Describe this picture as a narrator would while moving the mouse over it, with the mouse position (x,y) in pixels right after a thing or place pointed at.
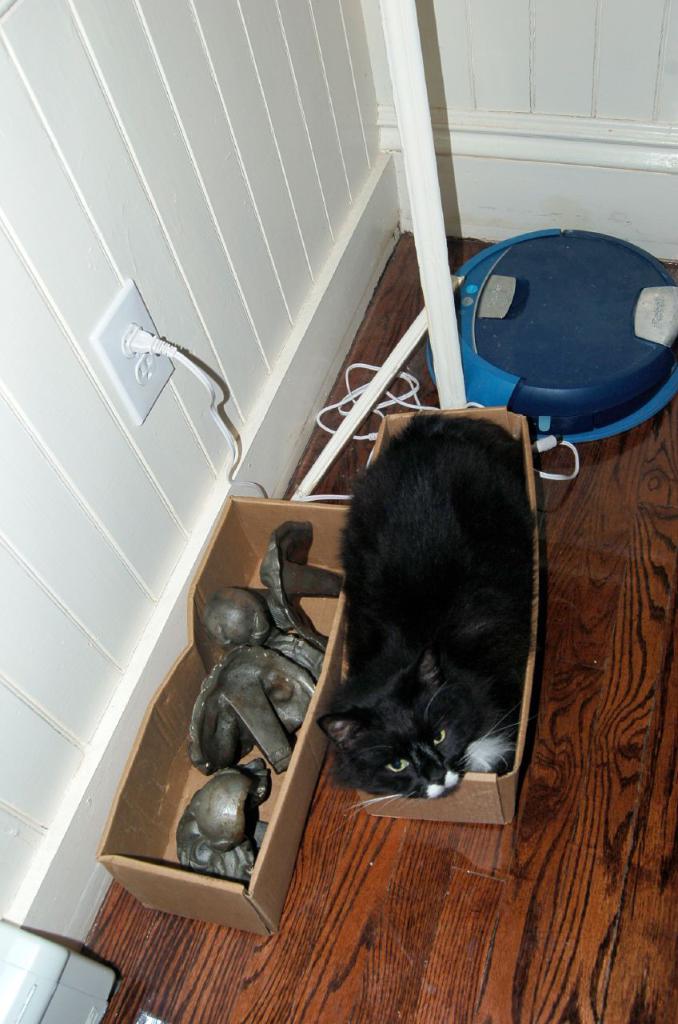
In the image there is a black cat (440,652) sitting inside a cardboard box (514,431) on the wooden floor (586,827), beside it there is another cardboard box (267,924) with some things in it, behind there is a vacuum cleaner (572,331), in the back (506,59) there is wall (42,171) with a switch board (115,340) in the middle of it.
